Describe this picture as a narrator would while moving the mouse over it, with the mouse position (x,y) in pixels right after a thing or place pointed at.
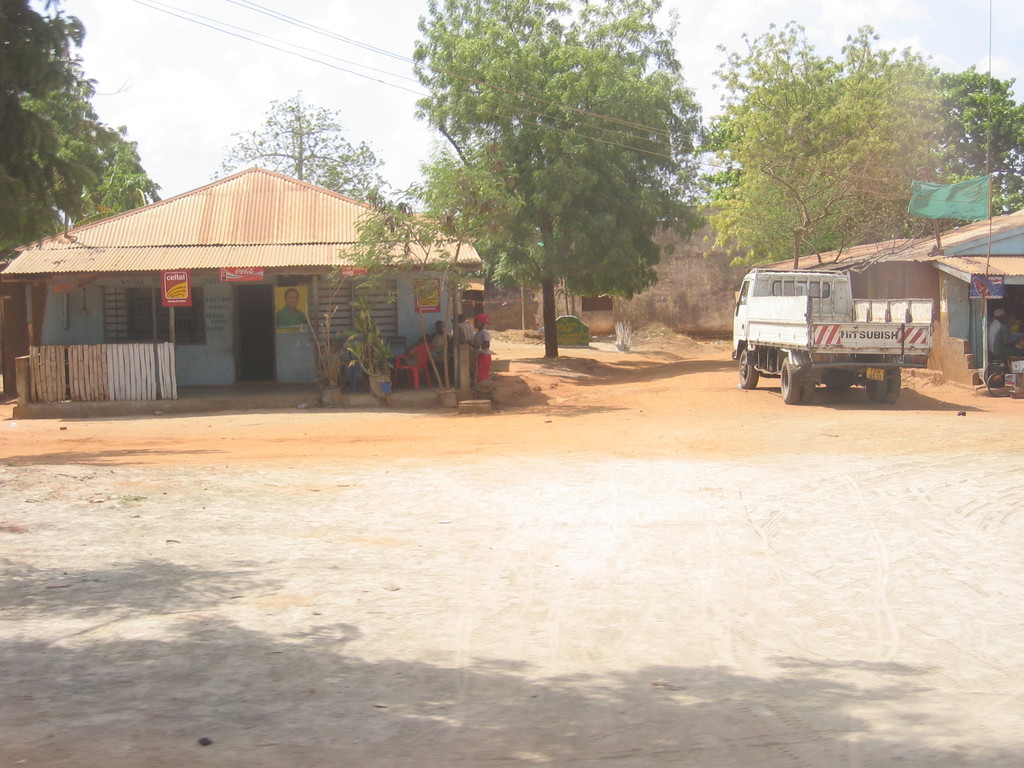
In this image there is a vehicle (793,284) on the road (696,453), there are buildings (963,283), posters (292,297) attached to the wall (289,349), group of people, chairs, plants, trees (559,2), sky (216,135).
